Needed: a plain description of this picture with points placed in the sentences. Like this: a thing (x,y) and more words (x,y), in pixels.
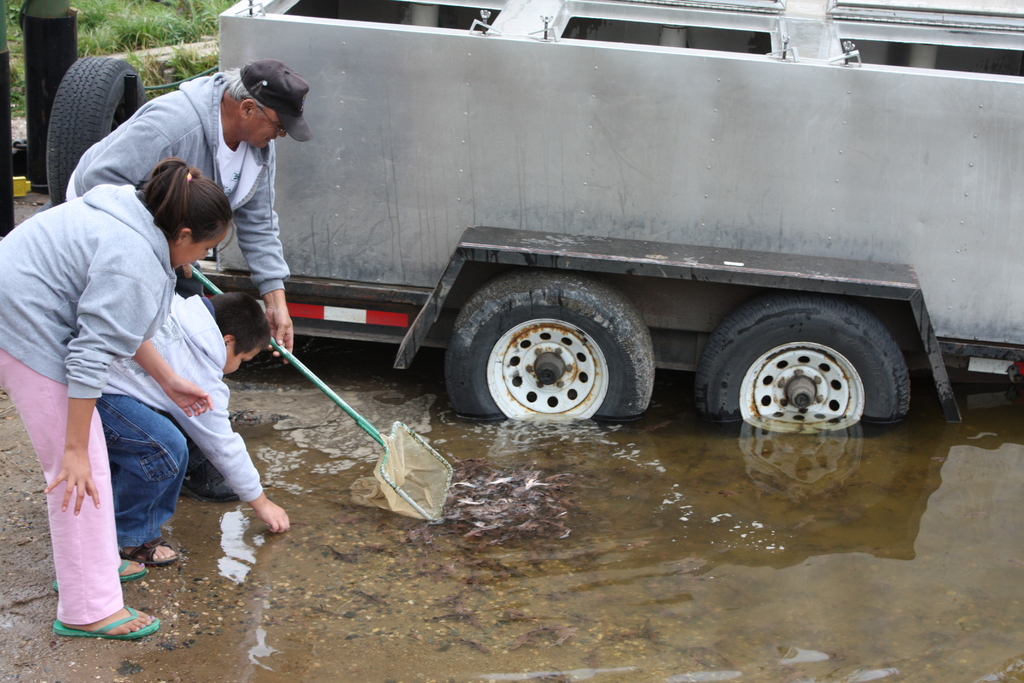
In this image in the center (467,261) there is one vehicle (336,205), and on the left side (137,316) there are three persons (213,347) one person (284,342) is holding stick (202,282). And at the bottom (460,481) there is a small lake (595,573) and some mud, in the background (108,21) there are some plants (153,3) and poles (52,50).
